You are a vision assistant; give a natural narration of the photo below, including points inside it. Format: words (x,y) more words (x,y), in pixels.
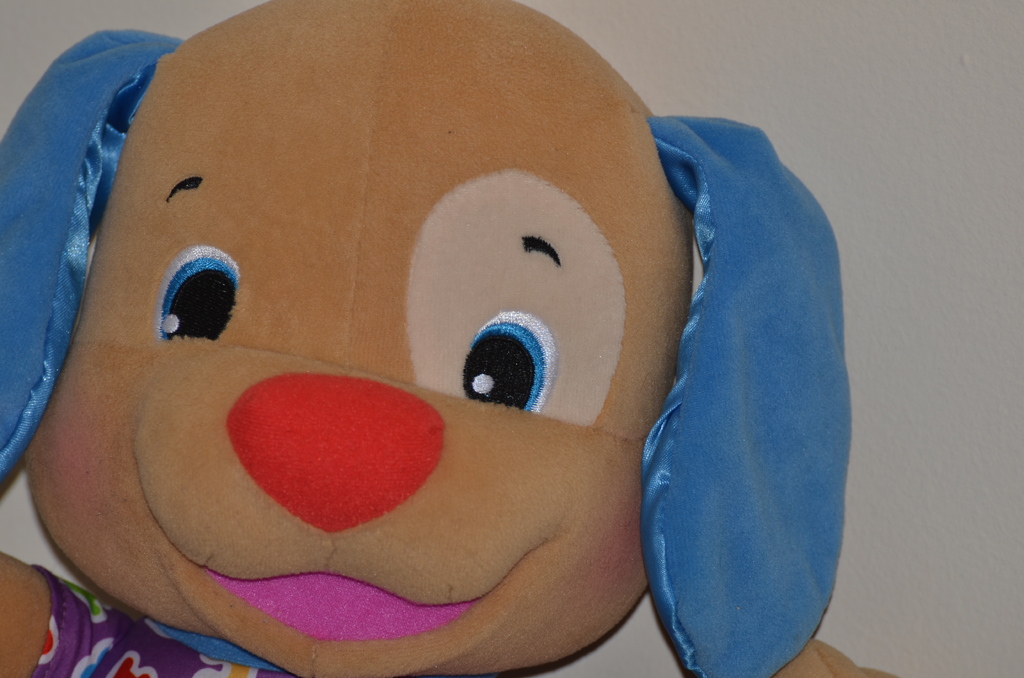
In this image we can see a toy (316,449) and in the background (921,13), we can see the wall (901,232).
